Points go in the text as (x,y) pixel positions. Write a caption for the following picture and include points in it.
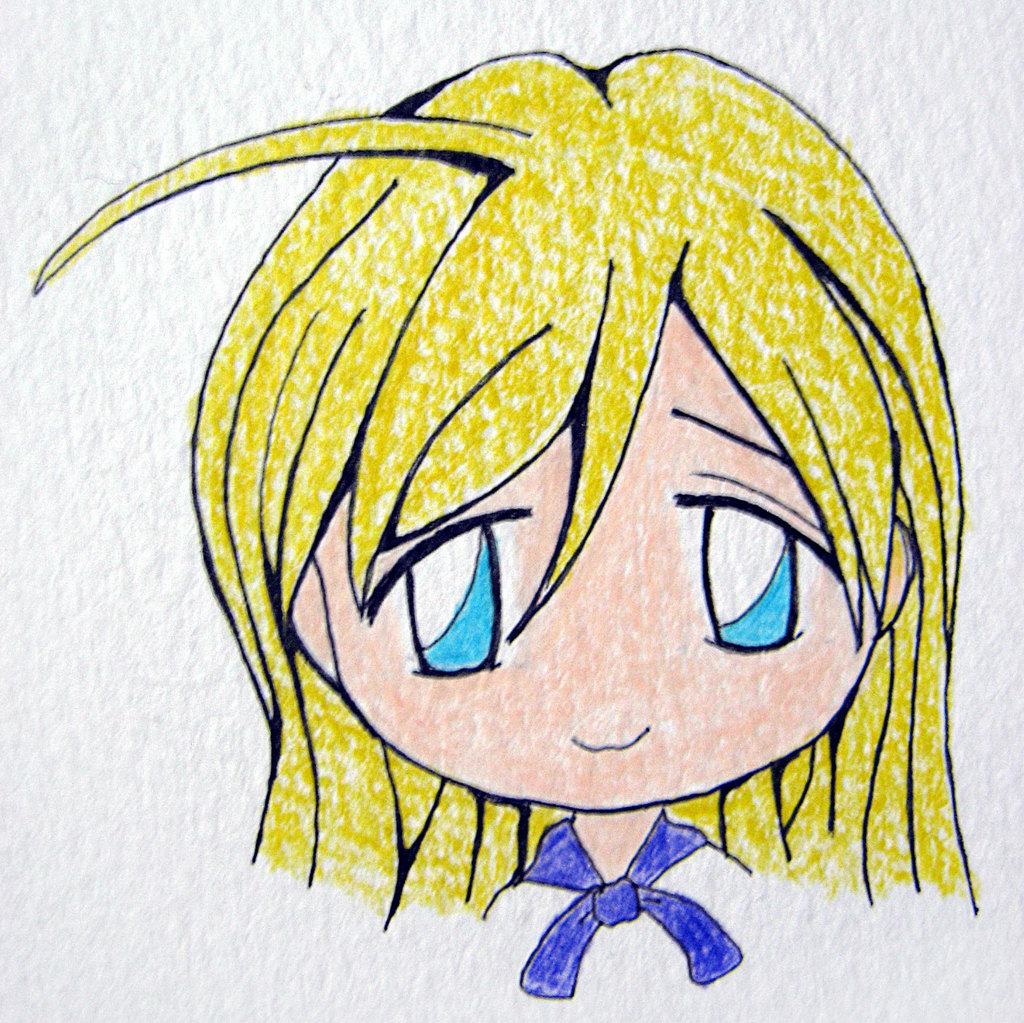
In this picture I can see painting (591,95) of a cartoon (945,475) on the paper (57,54).
